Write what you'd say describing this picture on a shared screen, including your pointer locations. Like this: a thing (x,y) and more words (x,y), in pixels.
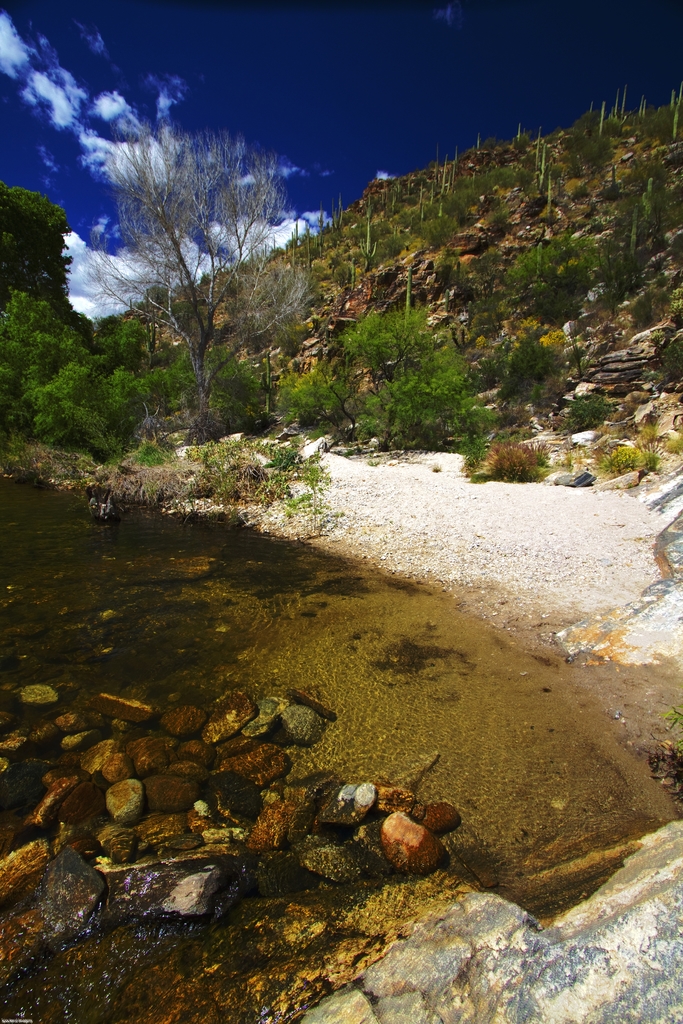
In this image we can see mountains (472,233) with trees (17,331). At the bottom of the image (246,735) there are stones (164,823). At the top of the image (201,103) there is sky (253,100) and clouds (51,101).
